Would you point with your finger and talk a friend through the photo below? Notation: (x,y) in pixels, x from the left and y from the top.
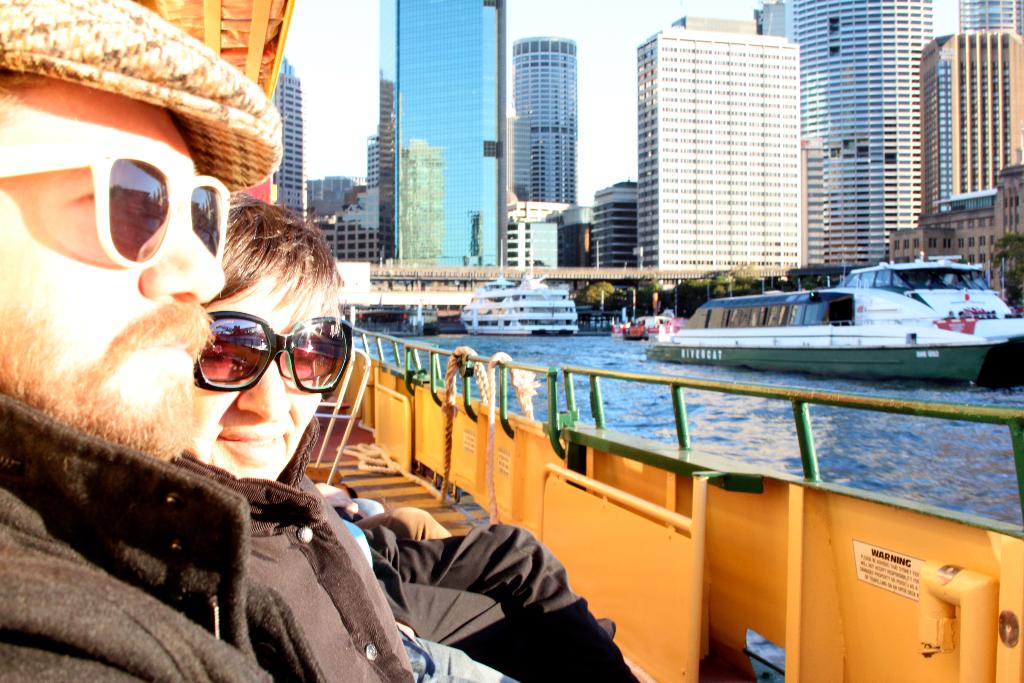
In this picture I can see a number of ships (720,325) on the water (829,386). I can see people (291,412) on the ship (393,430). I can see tower buildings (516,179). I can see the bridge (439,274).
